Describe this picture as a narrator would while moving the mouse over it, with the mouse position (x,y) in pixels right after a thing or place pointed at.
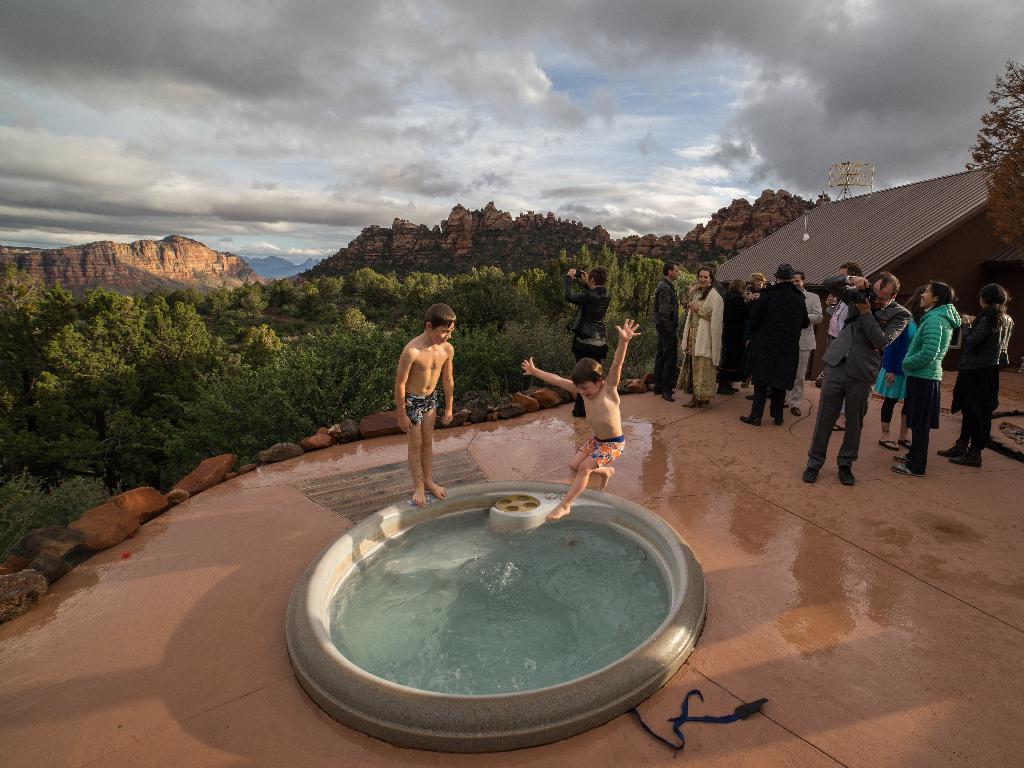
In the foreground of this picture (512,521), there is a pool (468,641) and a boy (600,424) is jumping in to it. In the background (812,453), there are people (829,309) standing, building (947,361), trees (292,355), mountains (515,253), sky (668,90) and the cloud (642,48).
